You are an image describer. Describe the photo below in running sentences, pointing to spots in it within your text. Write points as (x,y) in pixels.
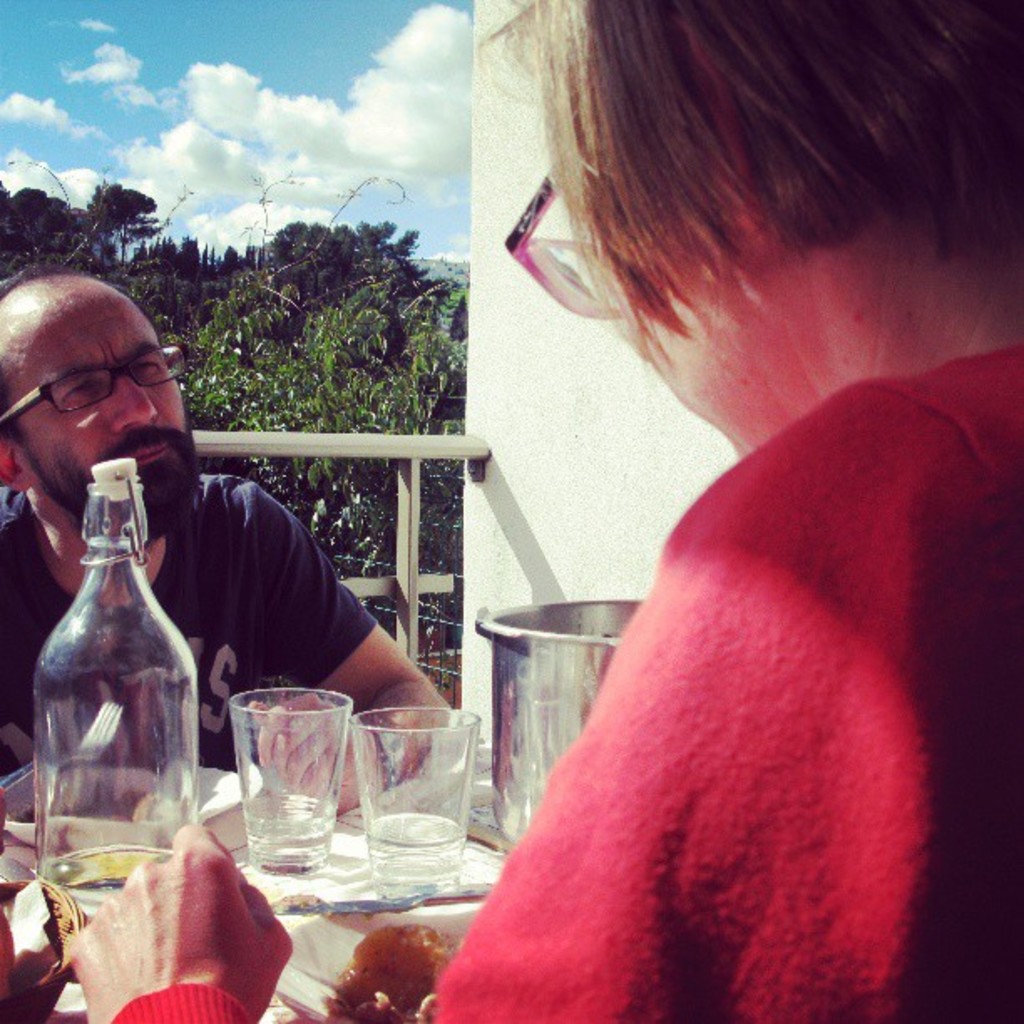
In this picture a man (147,350) and woman (582,898) sitting in front of a table (390,893) with two water glasses (258,753) and water bottle (158,809). The man (214,645) is staring at the woman (640,763), there is also some food (381,954) in the plate (293,966).
